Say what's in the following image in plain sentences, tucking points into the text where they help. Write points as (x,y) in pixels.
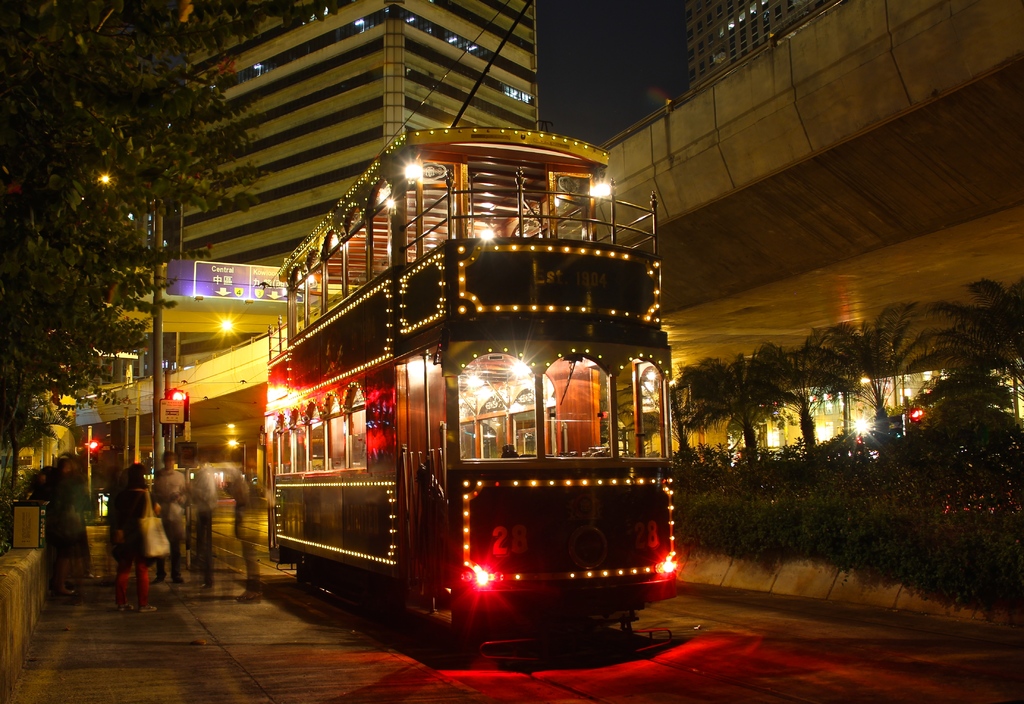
In the image we can see a vehicle (481,379) and this is a footpath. There are even people (246,546) standing and wearing clothes (129,527). This is a signal pole (175,431), board (231,289), light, building (329,73), trees (4,27), plant (761,487), bridge (745,148) and a sky (610,71).
